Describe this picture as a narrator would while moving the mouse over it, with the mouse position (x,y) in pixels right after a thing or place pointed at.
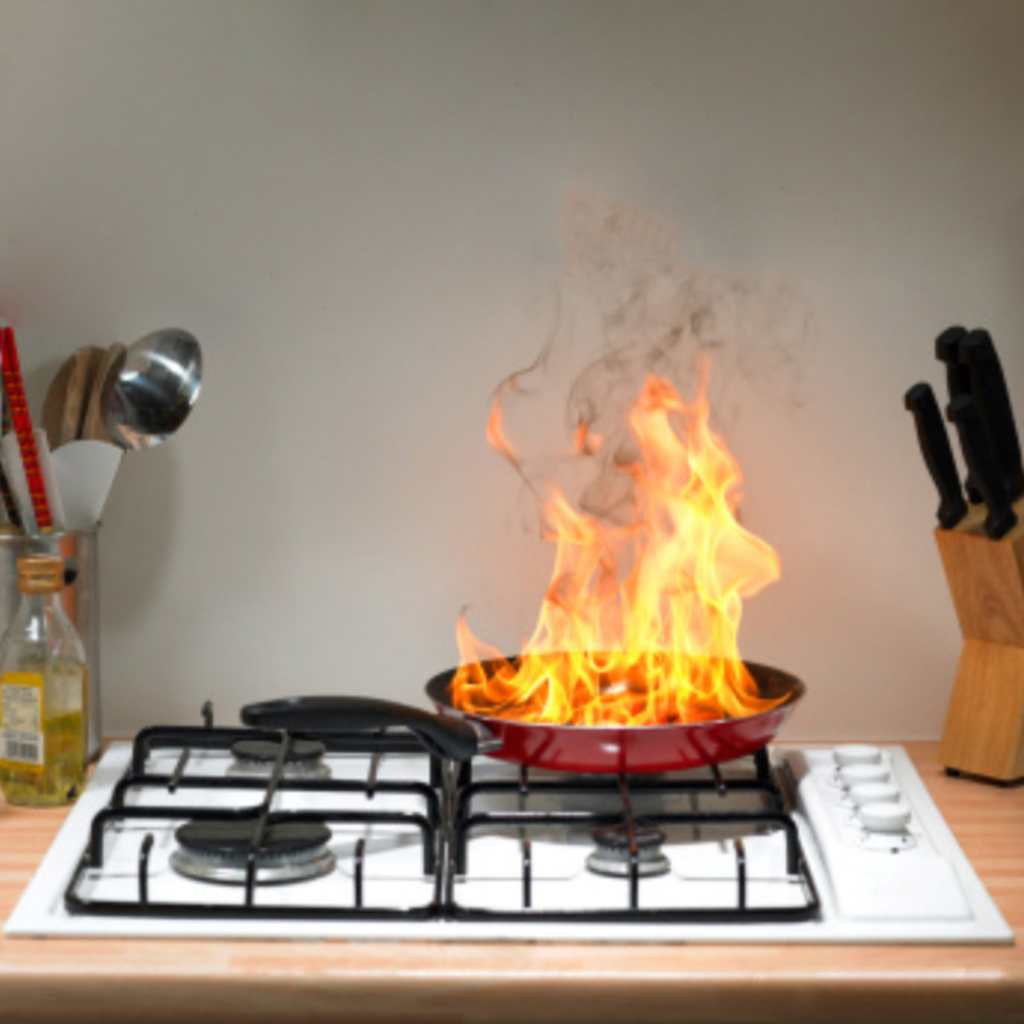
In the picture we can see a four stove (251,864) on the desk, on it we can see a pan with fire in it and besides the stove (960,921) we can see some bottle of liquid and spoons stand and on the other side we can see a knife stand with knives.
